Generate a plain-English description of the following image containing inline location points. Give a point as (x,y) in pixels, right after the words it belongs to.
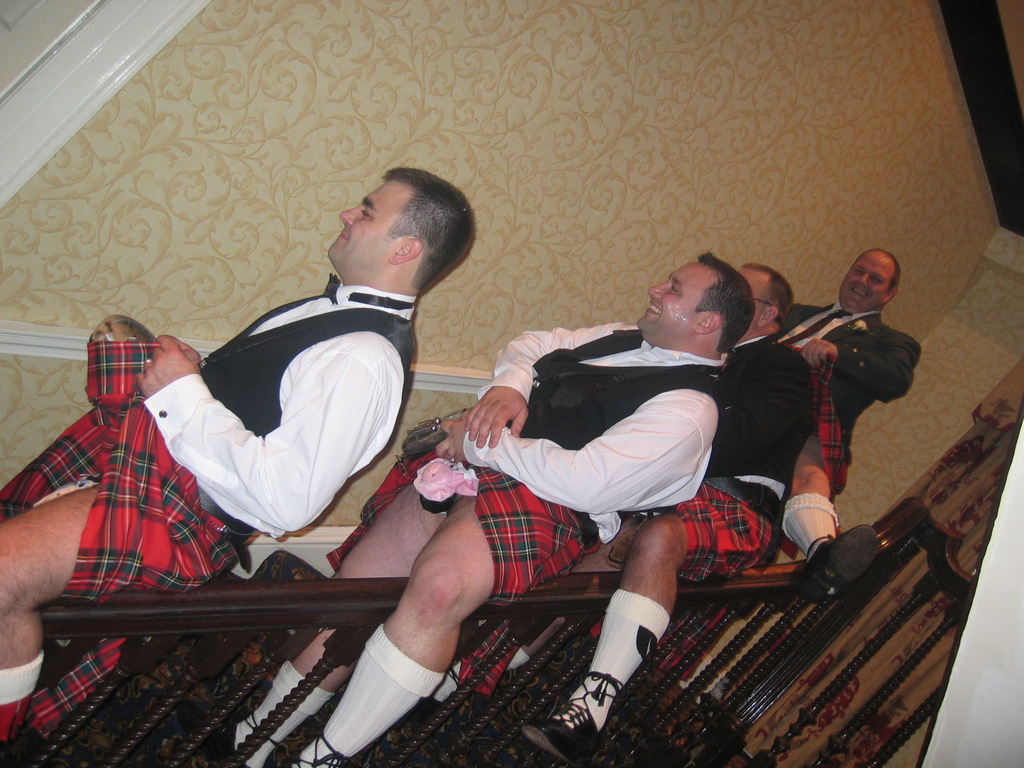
In this image there are people (11,536) sitting on the railing (584,666). Behind them there is a wall (788,144). There are stairs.
